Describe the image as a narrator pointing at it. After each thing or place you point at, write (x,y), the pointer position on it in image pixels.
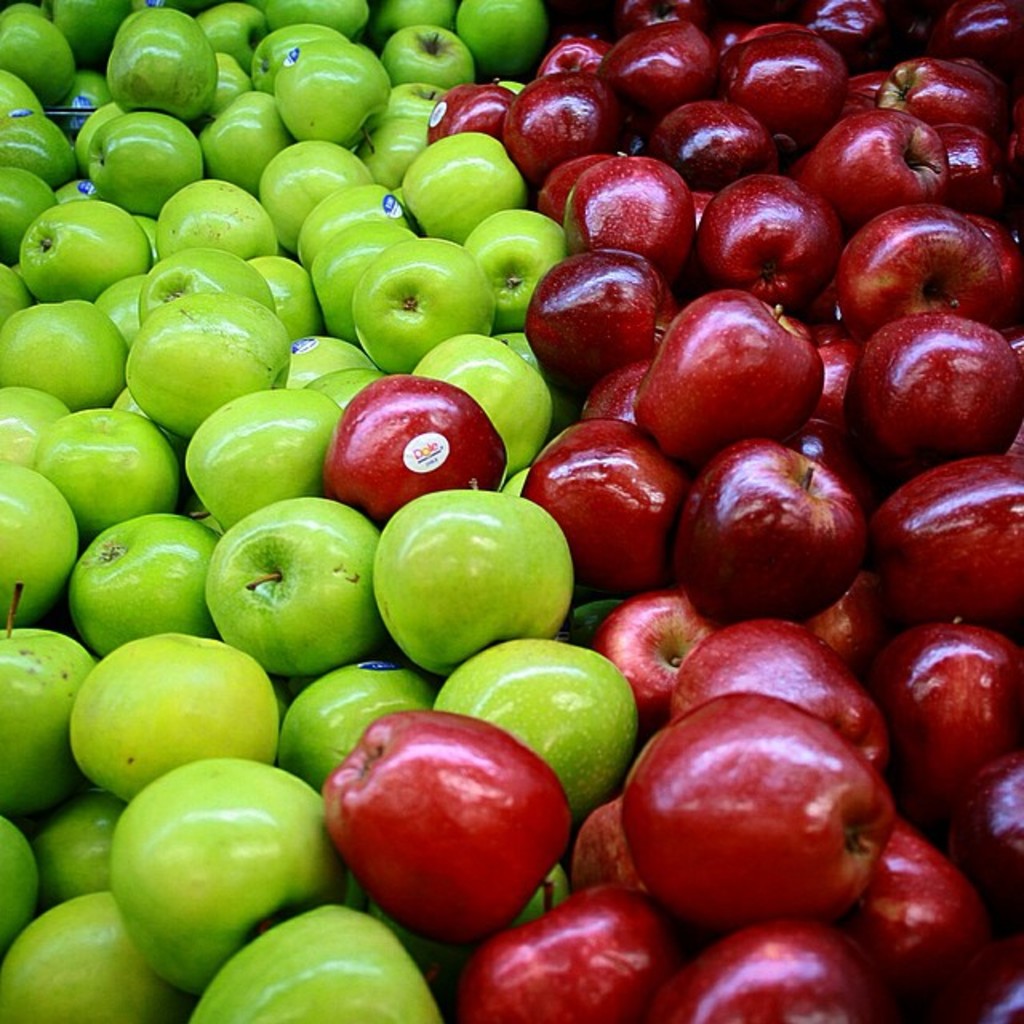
In the image we can see there are many apples (607,553) and green apples (404,355). Here we can see the stickers (421,459) on the apples (344,457).
